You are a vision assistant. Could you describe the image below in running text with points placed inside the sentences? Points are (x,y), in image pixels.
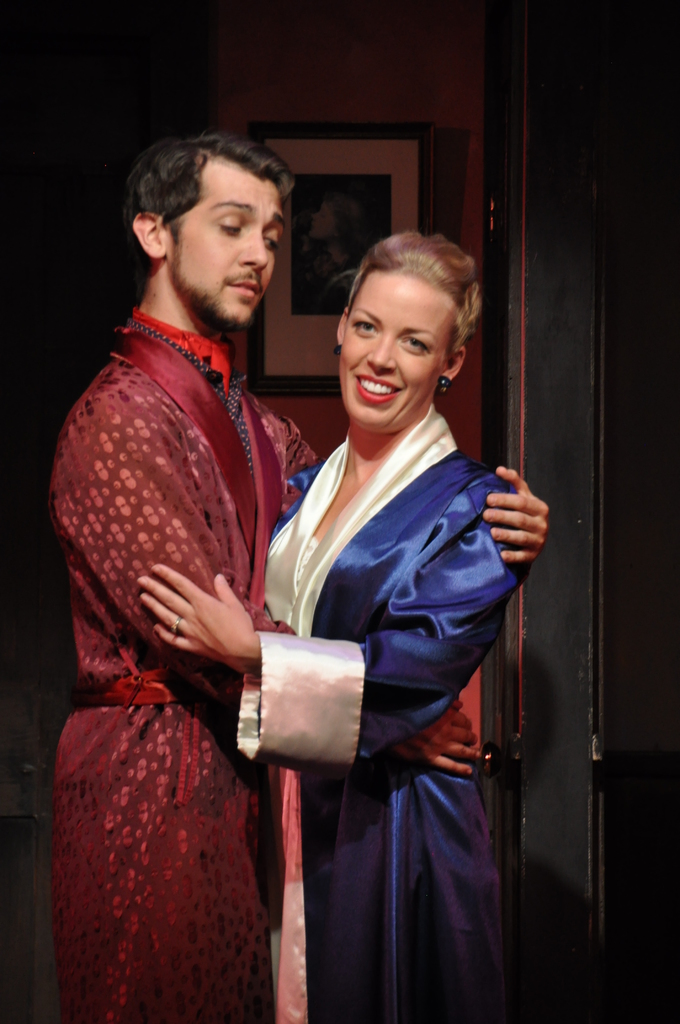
In this image there are two people (296,525) standing and hugging each other, and at the background (415,131) there is a frame (408,145) attached to wall (31,274).
